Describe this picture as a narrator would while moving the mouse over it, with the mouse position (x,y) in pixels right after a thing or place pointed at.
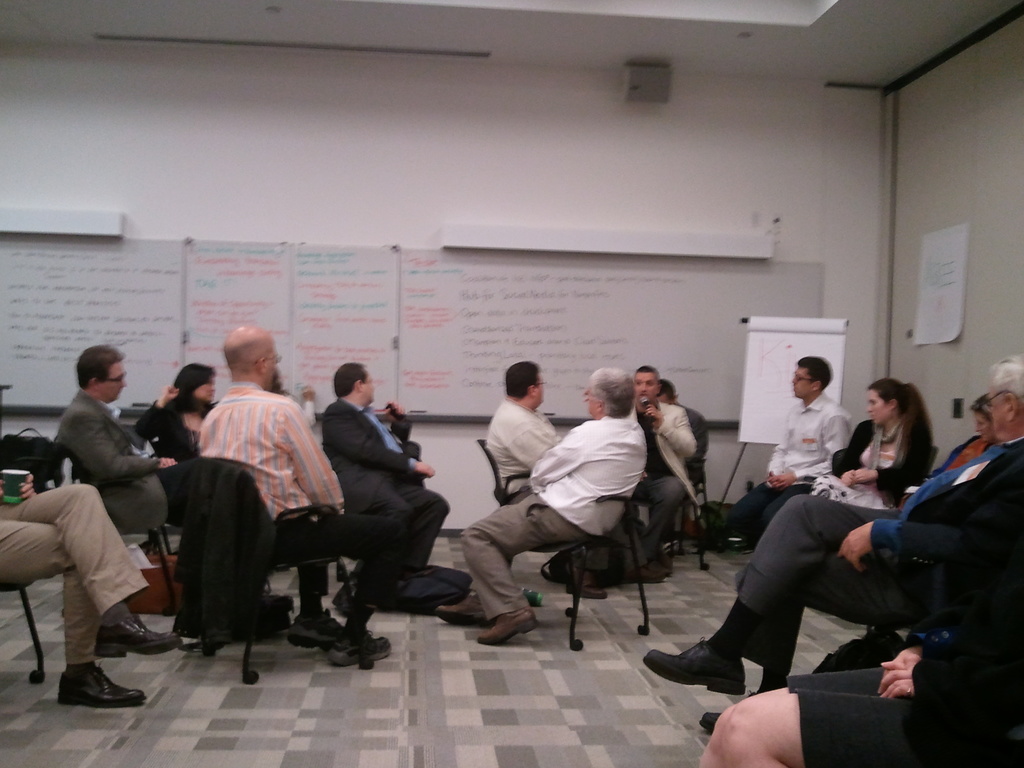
In this picture I can see there are a group of people (478,558) sitting on the chairs (638,557) and there are whiteboards (508,340) in the backdrop (508,327) and there is something written on it. There is a wall (990,158) on to right side (975,254) with a poster (957,273) and there is a speaker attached to the wall (533,149).
